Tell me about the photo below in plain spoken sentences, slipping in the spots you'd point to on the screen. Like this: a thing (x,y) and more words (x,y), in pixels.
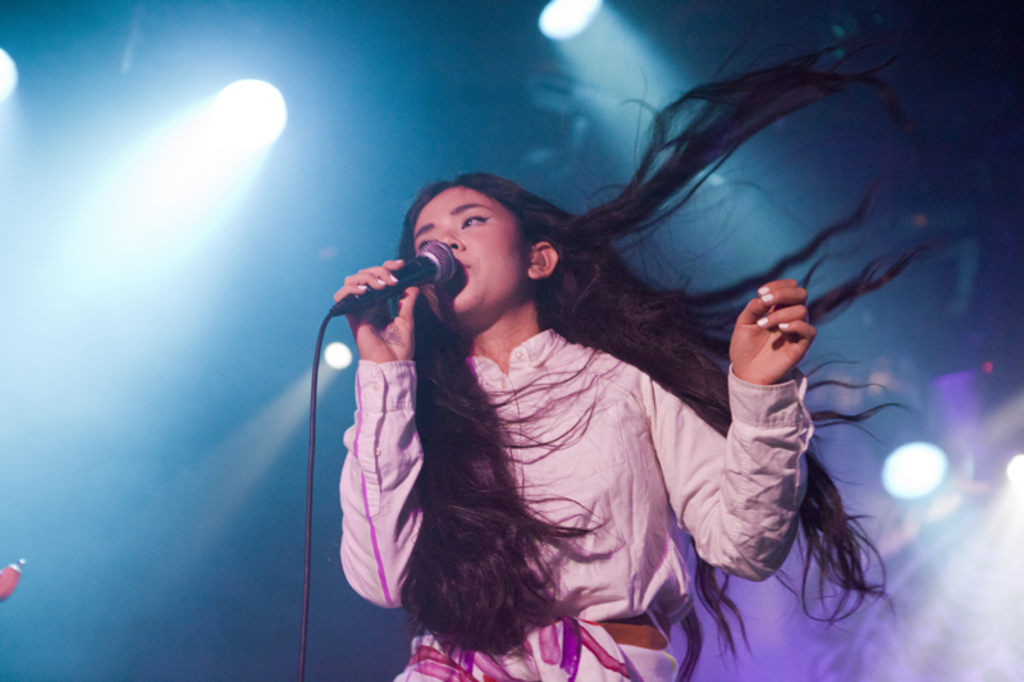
In the picture we can find a woman (519,320) singing a song in the microphone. In the background (74,88) we can find lights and a blue screen (298,280). She is wearing a light pink shirt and the black hair (464,351) flying.
